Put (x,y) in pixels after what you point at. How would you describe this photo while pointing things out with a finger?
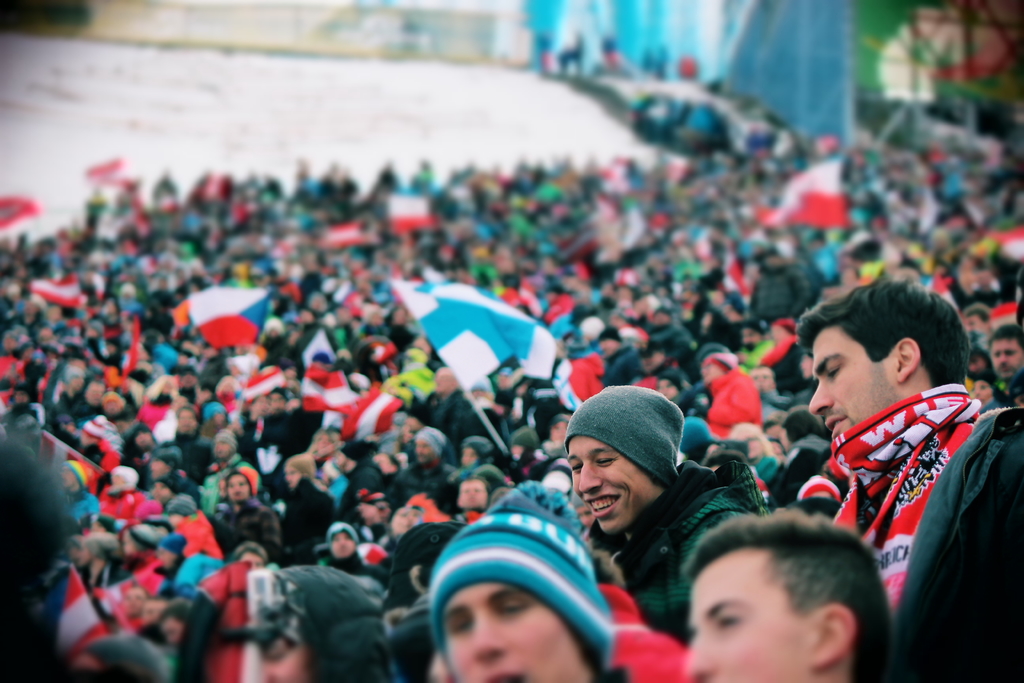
In this image I can see there is a group of people (502,253) and holding a flag (522,315). And at the back (494,131) it looks like a blur.
